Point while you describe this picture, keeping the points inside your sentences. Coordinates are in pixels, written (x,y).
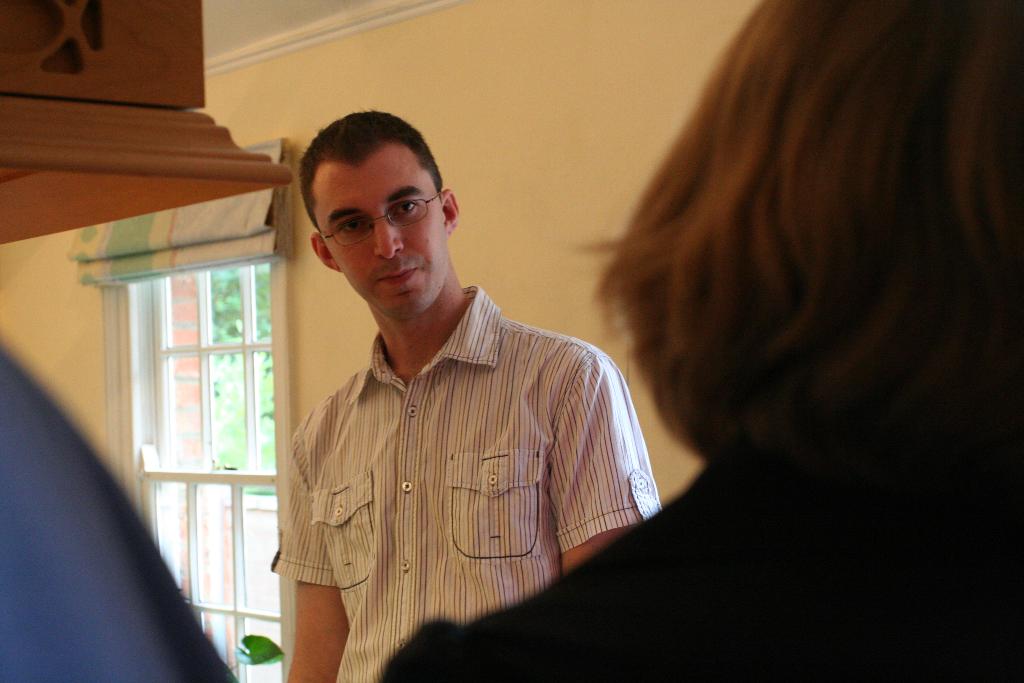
In the picture we can see a man (349,560) standing inside the house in front of a woman (632,565) and in the background (243,577), we can see a wall (78,293) with a window (227,575) and some curtain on the top of it.
